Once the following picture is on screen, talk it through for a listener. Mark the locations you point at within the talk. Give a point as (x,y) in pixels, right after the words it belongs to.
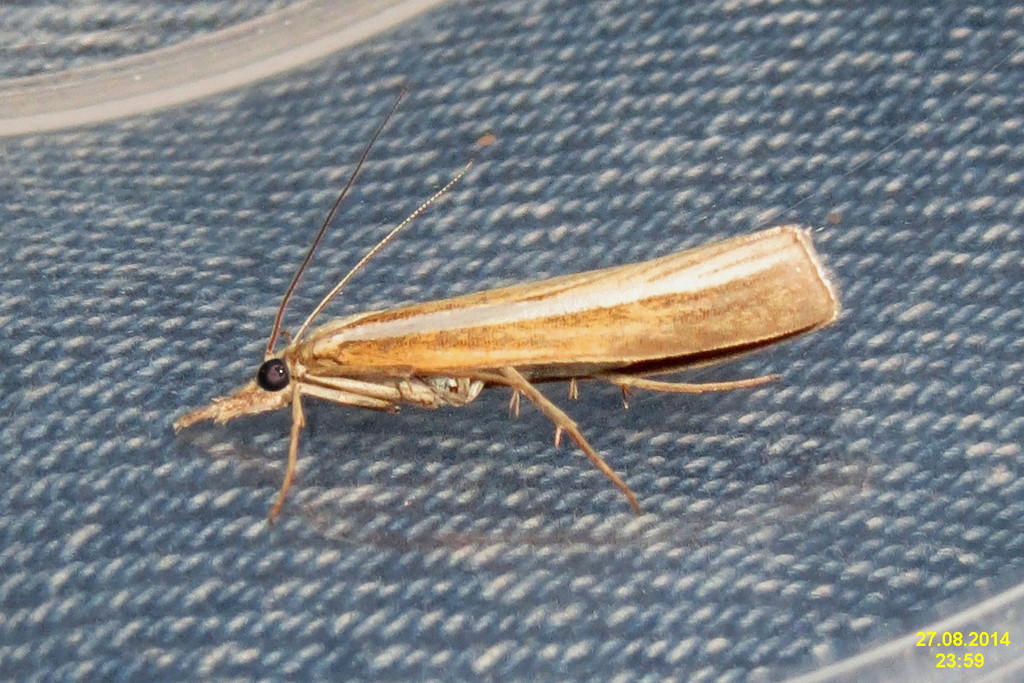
In the center of the picture (505,386) there is an insect (612,346) on a blue surface (66,148). At the bottom right (976,641) there is date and time (939,665).
